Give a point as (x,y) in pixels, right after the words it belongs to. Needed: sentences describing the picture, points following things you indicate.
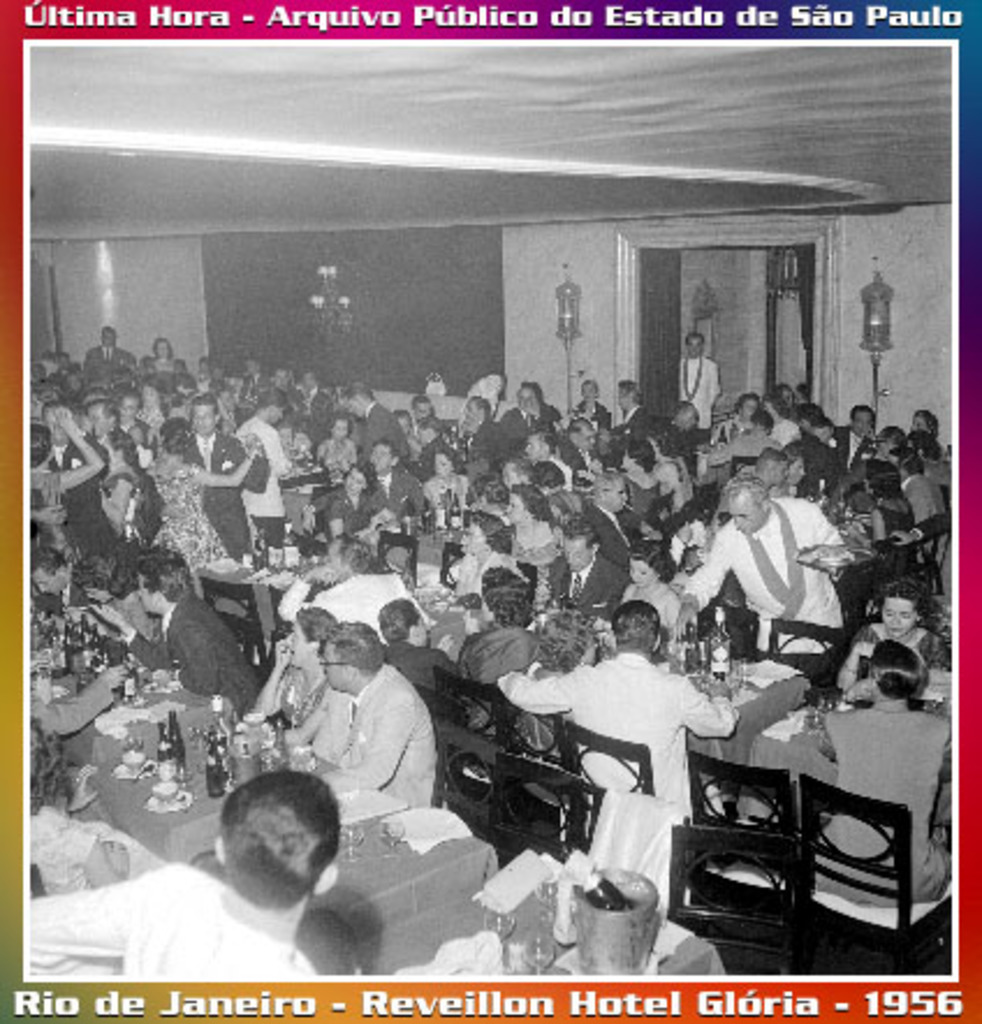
It is the black and white image in which there are so many people (371,675) sitting around the tables (423,866). It seems like it is a restaurant (482,495). On the table (190,745) there are glasses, bottle (174,733), cups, papers (491,884), tissue papers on it. In between the table (441,905) there are servants (752,595) who are serving the food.
